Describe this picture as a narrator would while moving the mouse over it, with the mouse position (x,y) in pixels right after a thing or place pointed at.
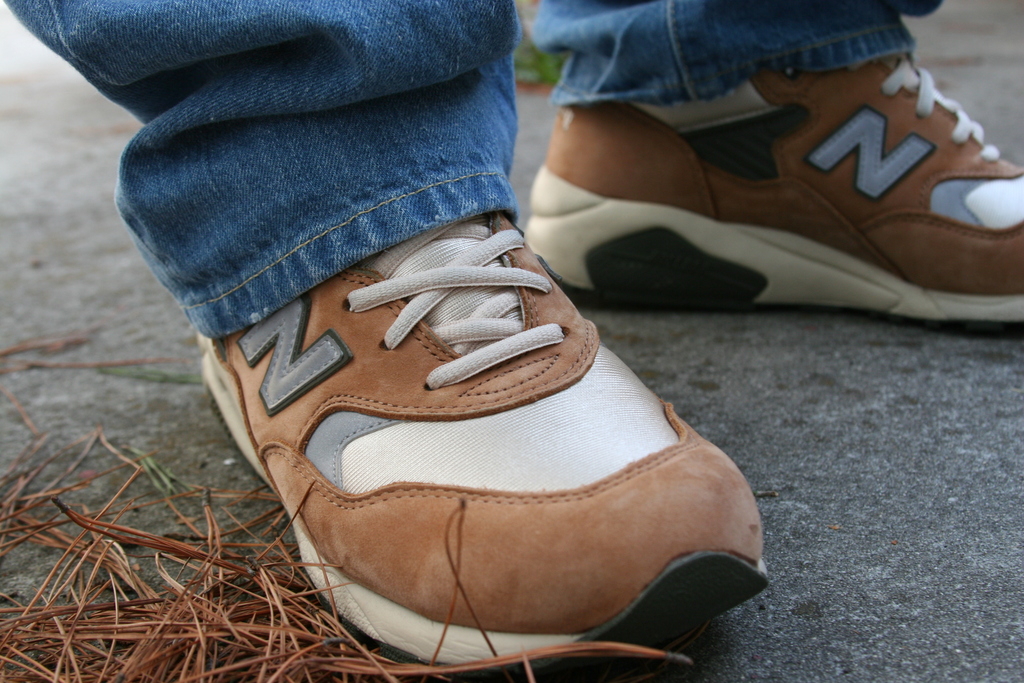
In this picture, we see the legs (319,127) of a person (312,99) who is wearing the blue jeans (332,155) is wearing the shoes (694,231). These shoes (385,375) are in brown and white color. At the bottom of the picture (779,616), we see the road (782,573) and we see something in brown color.
